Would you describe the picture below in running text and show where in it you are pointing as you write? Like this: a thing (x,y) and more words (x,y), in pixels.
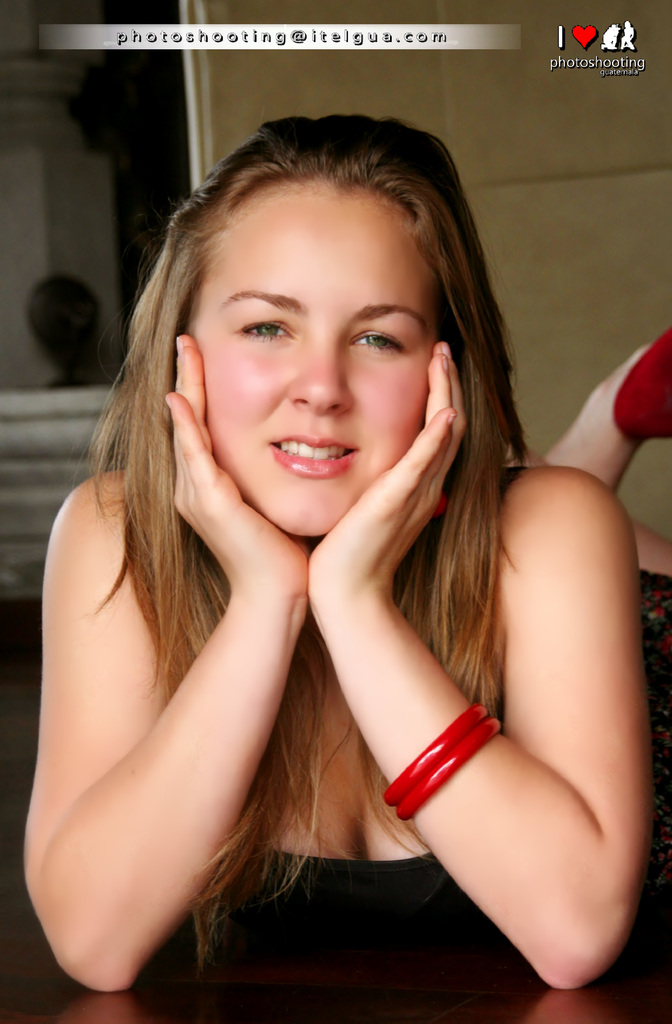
In this image there is a girl (407,726) lying on her stomach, in front of her there is a table (156,965), in the background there is a wall (640,52), at the top (587,28) there is text (562,28) and logo (586,45).
